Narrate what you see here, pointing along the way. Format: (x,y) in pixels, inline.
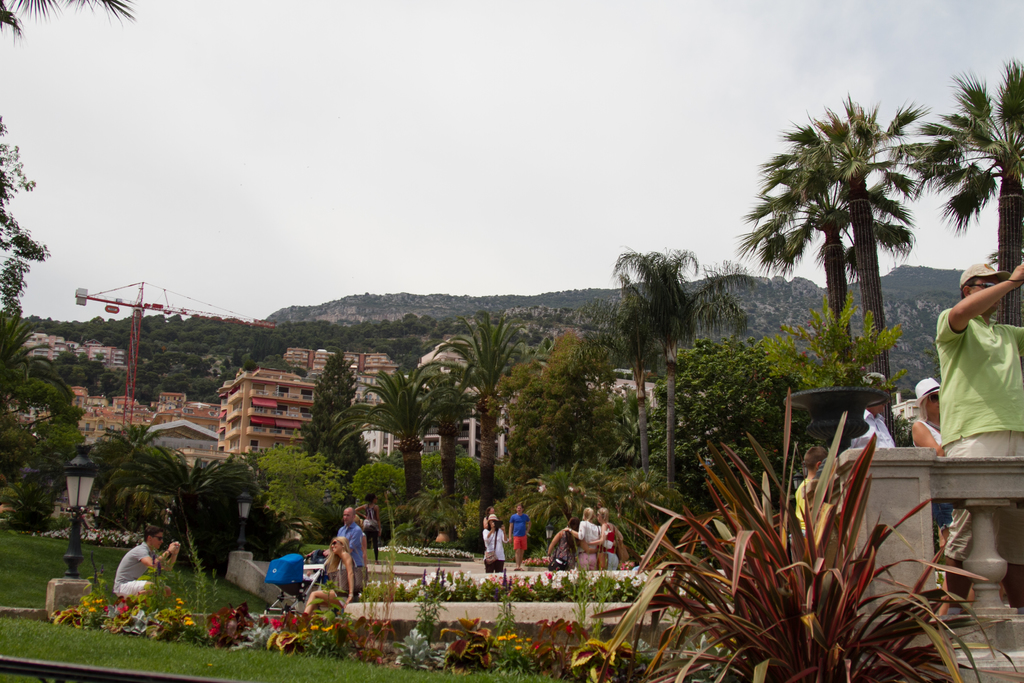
In this image I can see few trees (234,496), few flowers (237,633), some grass (157,641) and few persons (334,594) sitting and standing. I can see few buildings (164,427), few poles (245,503), a crane (141,305) and few mountains (567,315). In the background (587,185) I can see the sky (494,184).
